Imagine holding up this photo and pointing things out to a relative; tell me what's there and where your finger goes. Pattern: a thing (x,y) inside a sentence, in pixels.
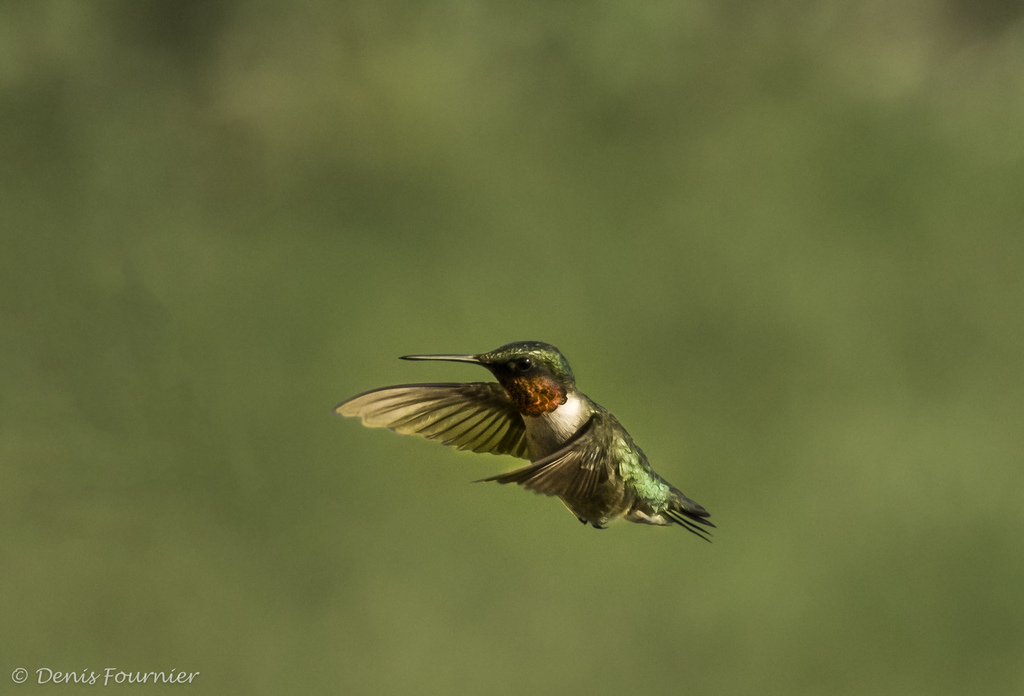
This image consists of a bird (586,472) in green color. And we can see a sharp beak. In the background (375,618), we can see green color. And the background (246,237) is blurred.
